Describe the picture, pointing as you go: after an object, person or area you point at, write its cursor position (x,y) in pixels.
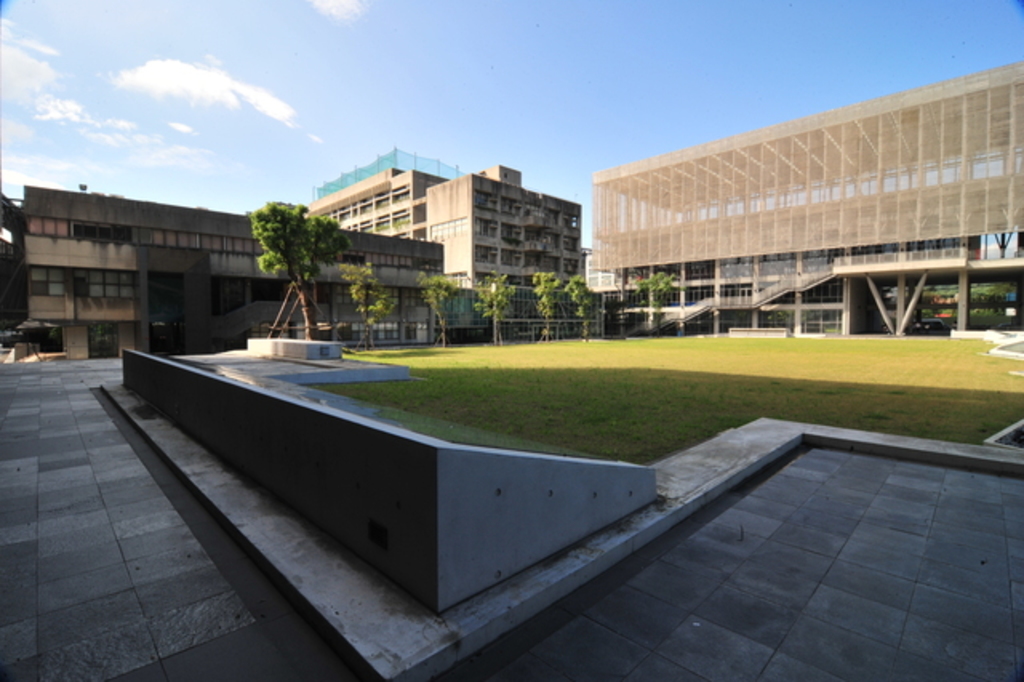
In this image I can see the ground (823,562), some grass (539,384), few trees (648,279) and few buildings (50,235). In the background (673,118) I can see the sky (548,74).
